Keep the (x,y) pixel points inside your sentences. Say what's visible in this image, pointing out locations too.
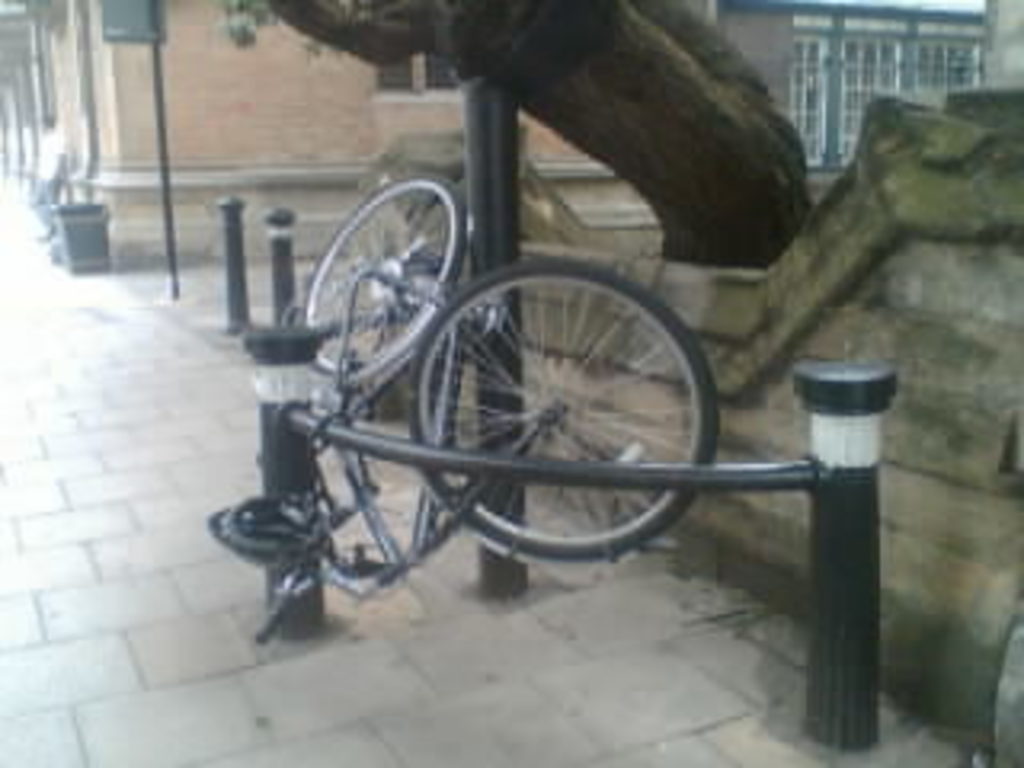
In this image, in the middle (444,489), we can see a bicycle (368,381), which is attached to a metal rod (328,426). On the right side (951,404), we can see a metal pole (880,512), wall (980,335). In the middle of the image (495,346), we can also see a metal pole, wooden trunk (683,134). In the background (137,61), we can see a building (179,95), pole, box (64,266), glass window (868,102), at the bottom (114,518), we can see a floor (91,761).
